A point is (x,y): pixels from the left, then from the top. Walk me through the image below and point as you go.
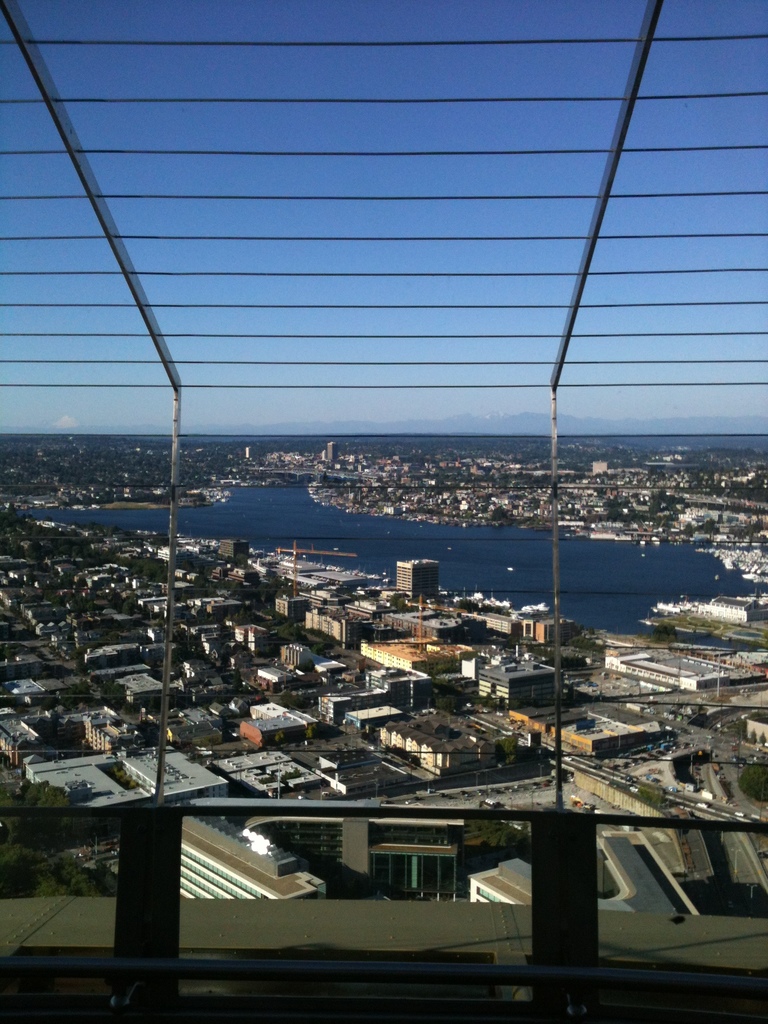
In this image we can see buildings (315,684), roads (539,771), vehicles (567,761), poles (557,767), water (576,575), hills (472,434) and sky (415,372).
